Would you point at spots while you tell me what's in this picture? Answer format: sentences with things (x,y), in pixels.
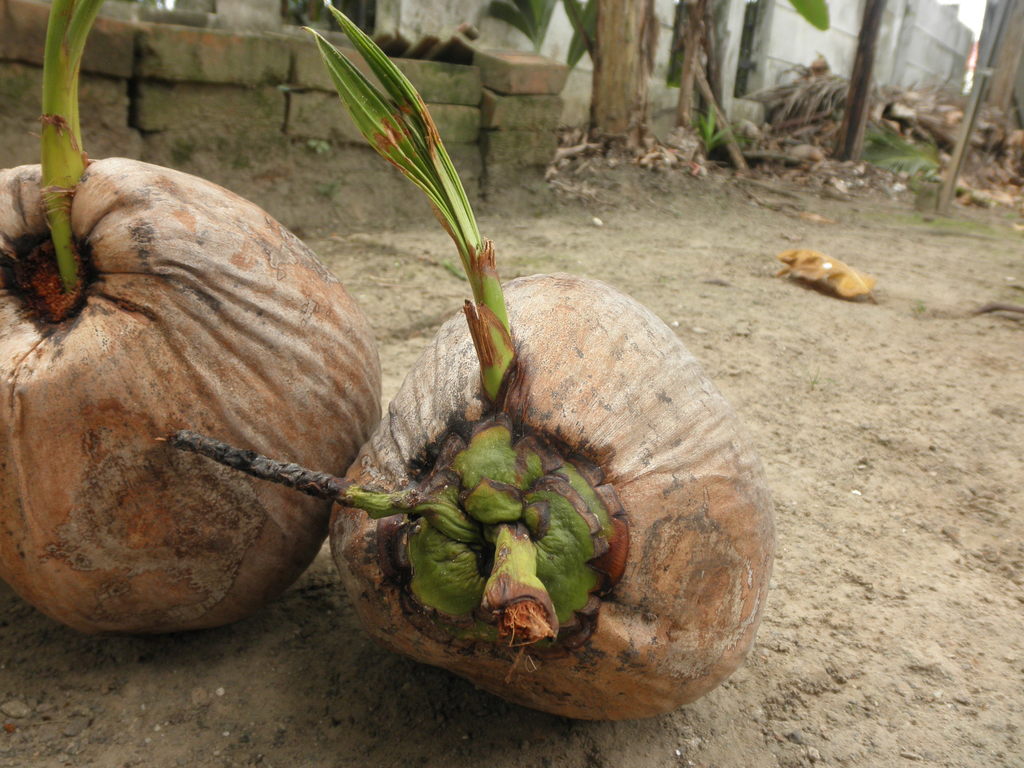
In this image, we can see coconuts (370,379) and in the background (301,81), there are bricks (525,88), trees (689,65).
